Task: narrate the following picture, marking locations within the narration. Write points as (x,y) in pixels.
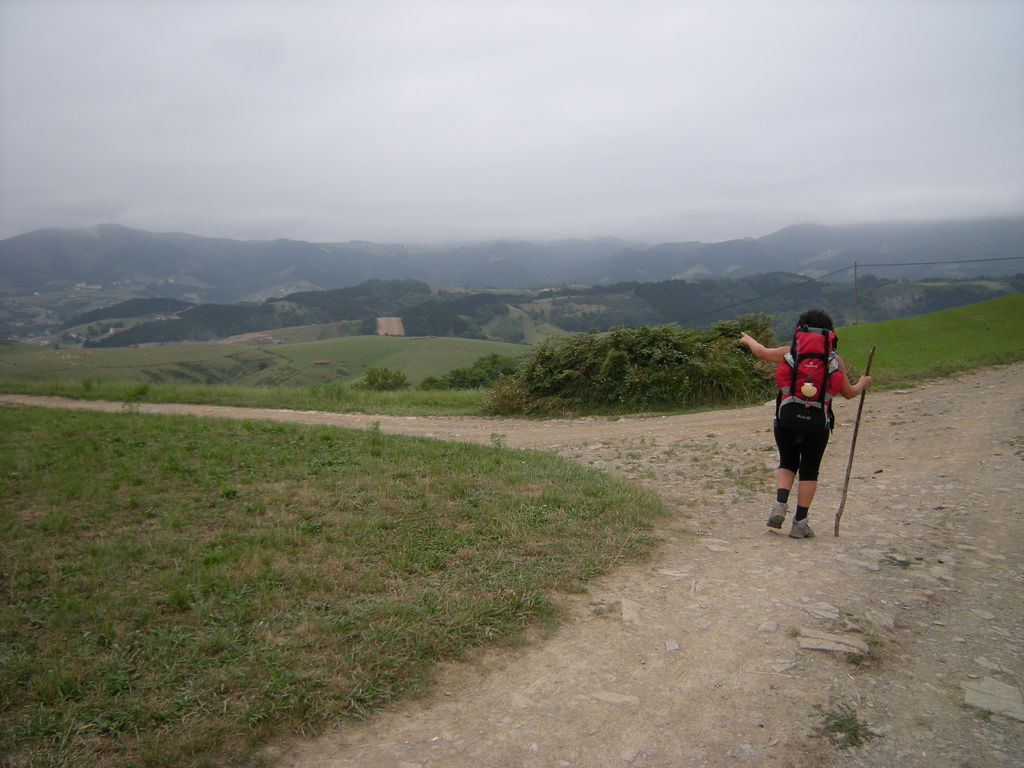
In the picture we can see a path (641,717) on the hill (241,568) on it, we can see a woman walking and she is wearing a bag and on the path (932,477) we can see grass surfaces (21,511) and on it we can see some plants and in the background (559,324) we can see hills (428,334) and behind it we can see a sky (390,225).
